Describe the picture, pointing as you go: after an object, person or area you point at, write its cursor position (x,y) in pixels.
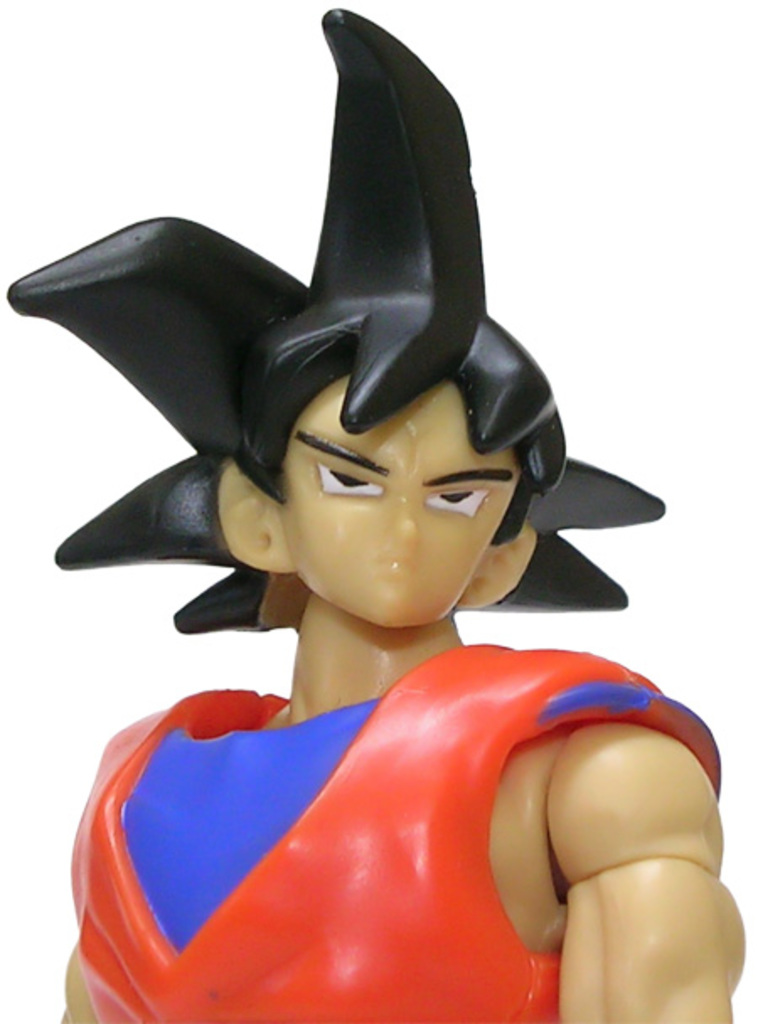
In the center of the image (473,666) there is a depiction of a person (217,719).
